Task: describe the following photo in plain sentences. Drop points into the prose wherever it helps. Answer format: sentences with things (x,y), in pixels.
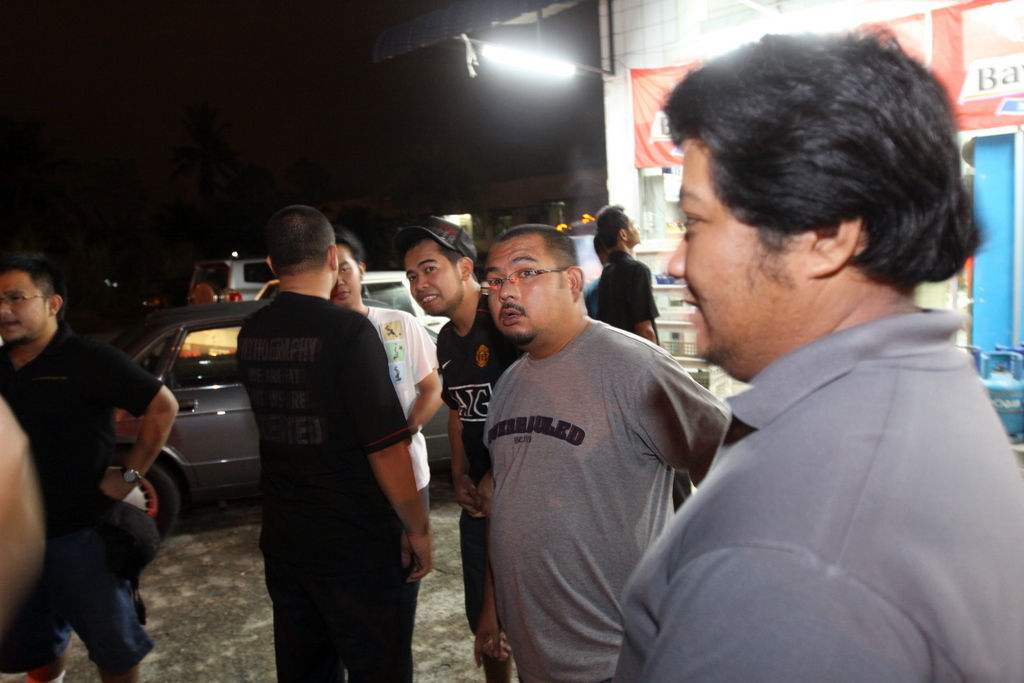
This image is taken outdoors. In this image the background (392,128) is a little dark. A few cars (176,373) are parked on the road (237,517). On the right side of the image (692,37) there is a house (650,52). There is a banner (940,59) with a text (981,82) on it. In the middle of the image (501,356) a few people (696,332) are standing on the road (250,578).
